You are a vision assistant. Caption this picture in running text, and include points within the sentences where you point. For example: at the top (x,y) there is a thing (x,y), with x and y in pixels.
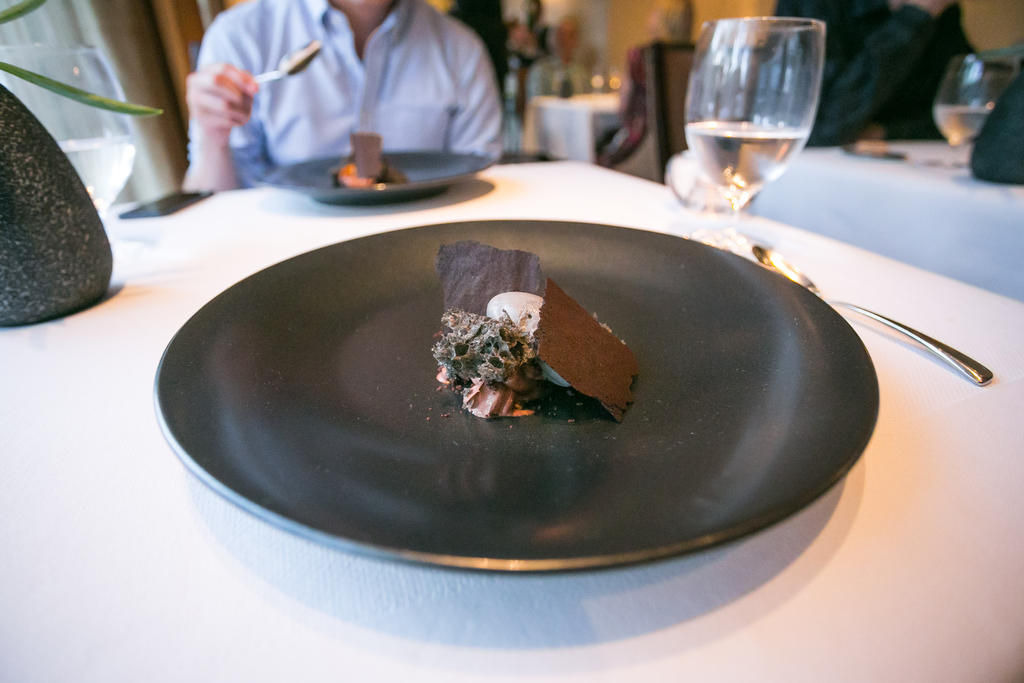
On this white table (521,618) we can able to see plates (472,235), food (558,312), spoon (787,269) and glass (735,164) of water (723,170). Beside this table (265,247) a person (319,132) is sitting and holding a spoon (271,74). Far another person (858,82) is also sitting on a chair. A mobile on this table (222,229).
